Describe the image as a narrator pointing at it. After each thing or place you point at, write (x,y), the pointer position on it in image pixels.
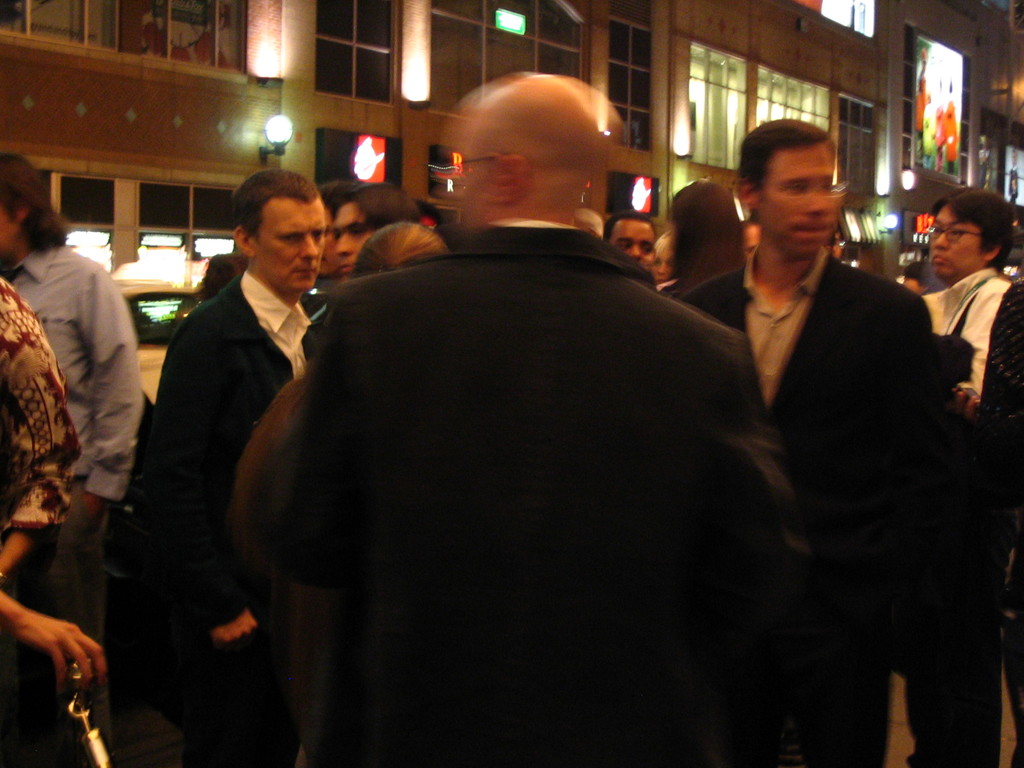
In this image, we can see a group of people (849,445) wearing clothes (301,429) and standing in front of the building (630,35). There is a light (286,130) on the wall (242,146).
